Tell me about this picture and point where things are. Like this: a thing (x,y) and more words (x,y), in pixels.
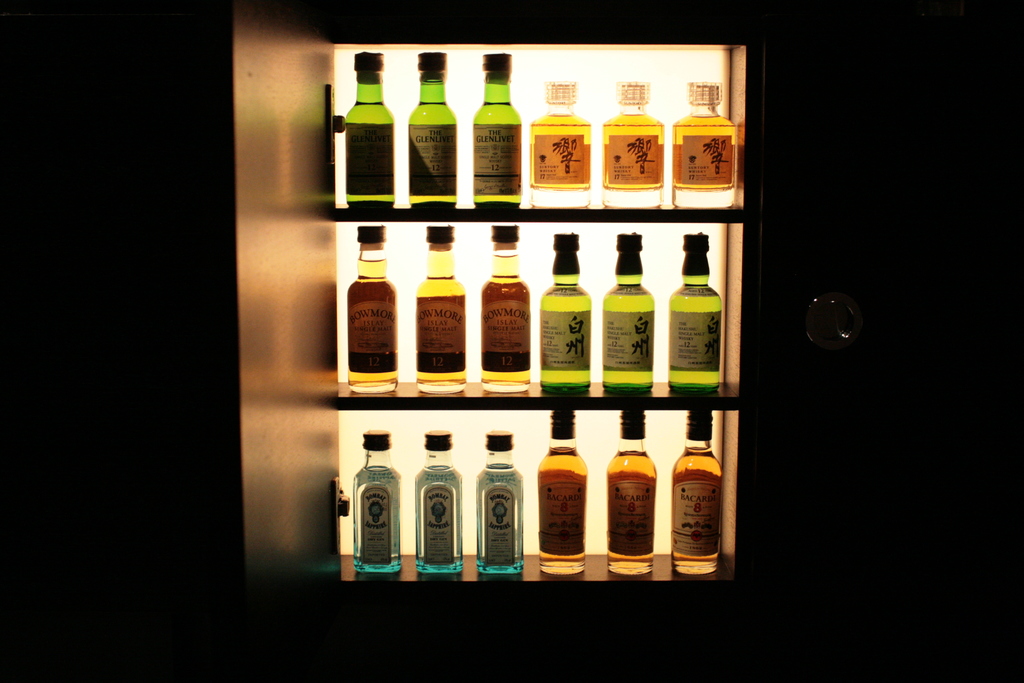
In this image we can see a liquor bottles (349,202) in the rack (524,507).
